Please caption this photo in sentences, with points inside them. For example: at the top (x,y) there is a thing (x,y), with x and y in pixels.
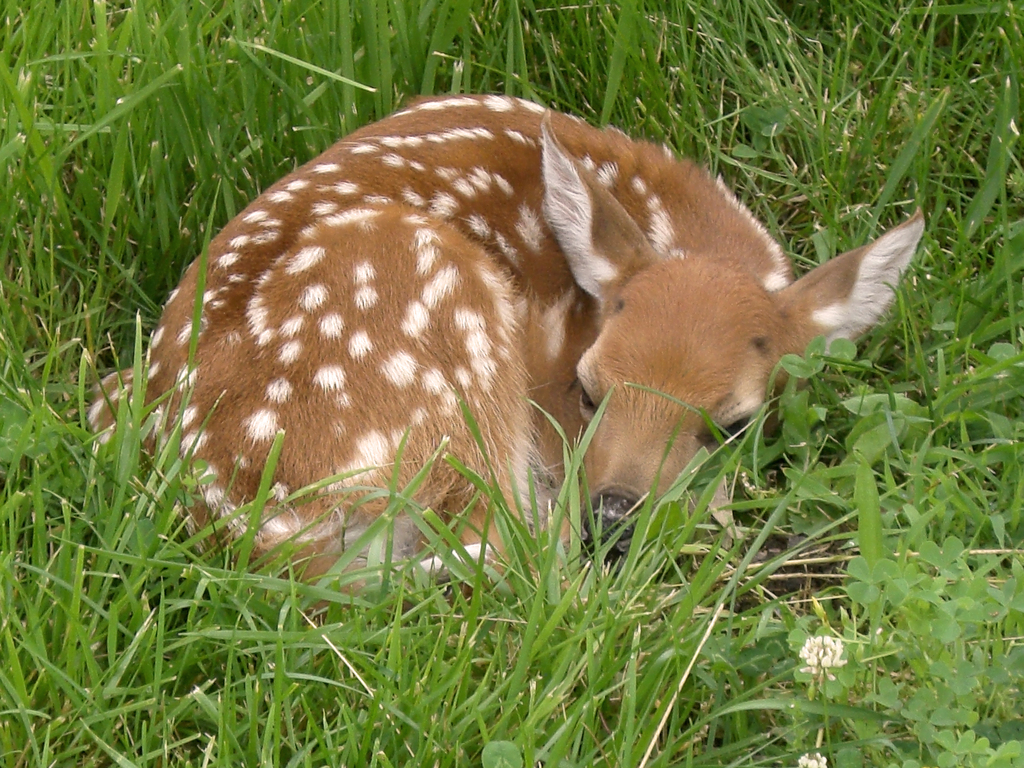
In this picture there is a deer (670,270) in the center of the image (650,506), on the grassland (379,64) and there is grass (857,379) around the area of the image.
